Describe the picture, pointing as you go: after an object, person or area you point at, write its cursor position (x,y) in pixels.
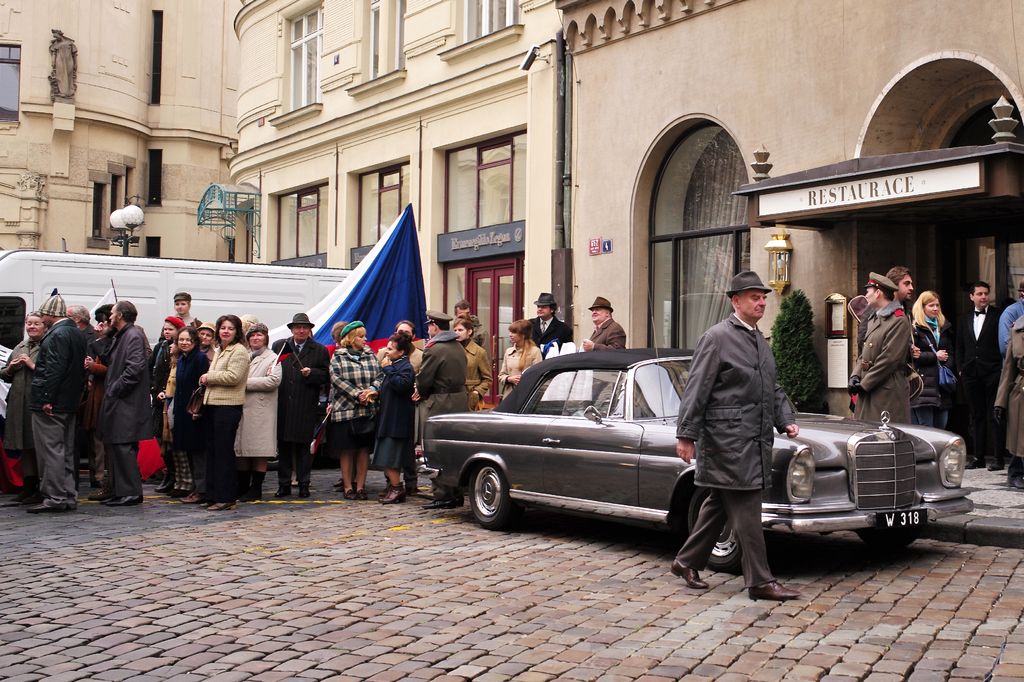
On the right side (711,522) a man (697,526) is walking and this is the car (572,426). On the left side (55,326) few people (272,413) are standing and this is the building (520,180).
